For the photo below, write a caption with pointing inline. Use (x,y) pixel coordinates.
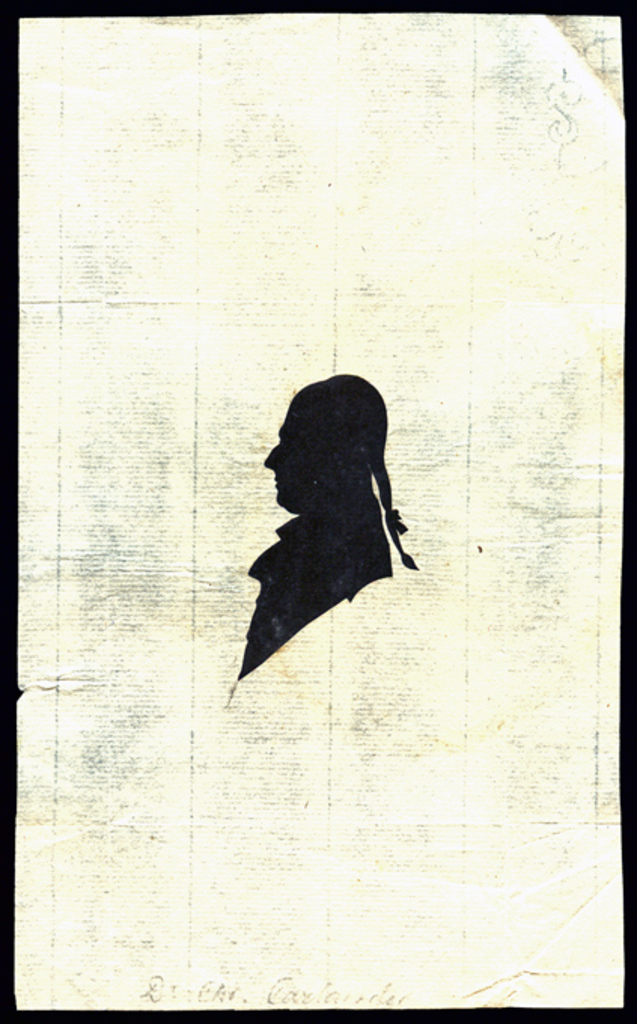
In this picture we can see the printing (248,650) of a person (274,586) and some words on the paper (595,361). Borders (631,824) of the picture are black in color.
